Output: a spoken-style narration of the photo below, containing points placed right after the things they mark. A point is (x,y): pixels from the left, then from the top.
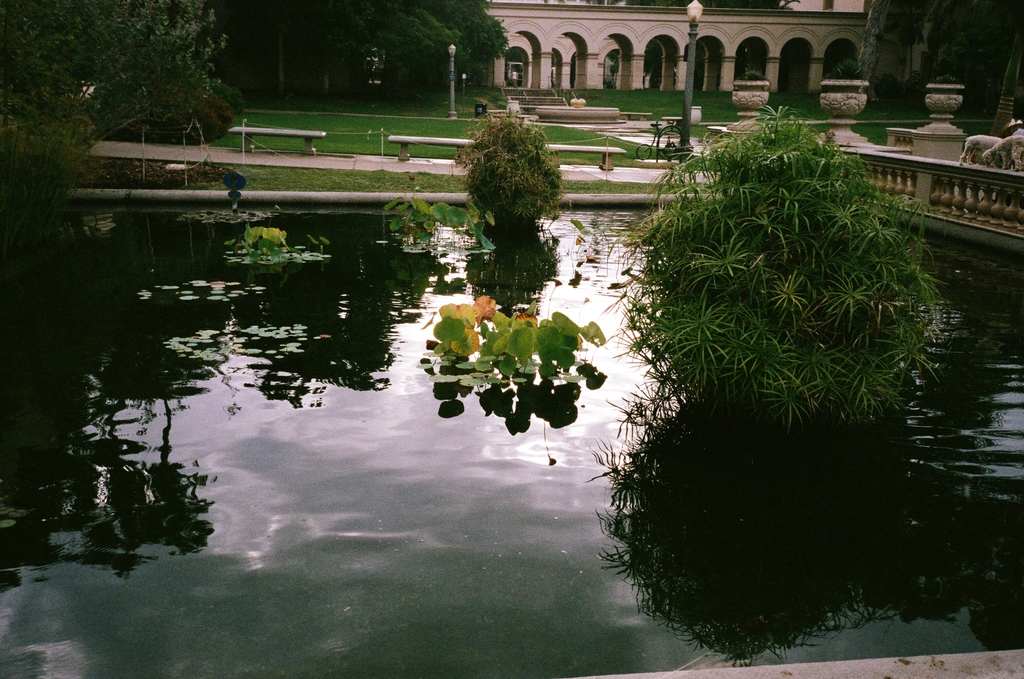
Here I can see few plants (548,332) in the water (268,438). In the background (555,51) there is a building (734,38) and few light poles (450,66). On the right side (910,176) there is a railing (930,194) and few pillars (916,138). In the background (393,80) there are many trees (261,30). In the middle of the image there are few benches (417,139).
